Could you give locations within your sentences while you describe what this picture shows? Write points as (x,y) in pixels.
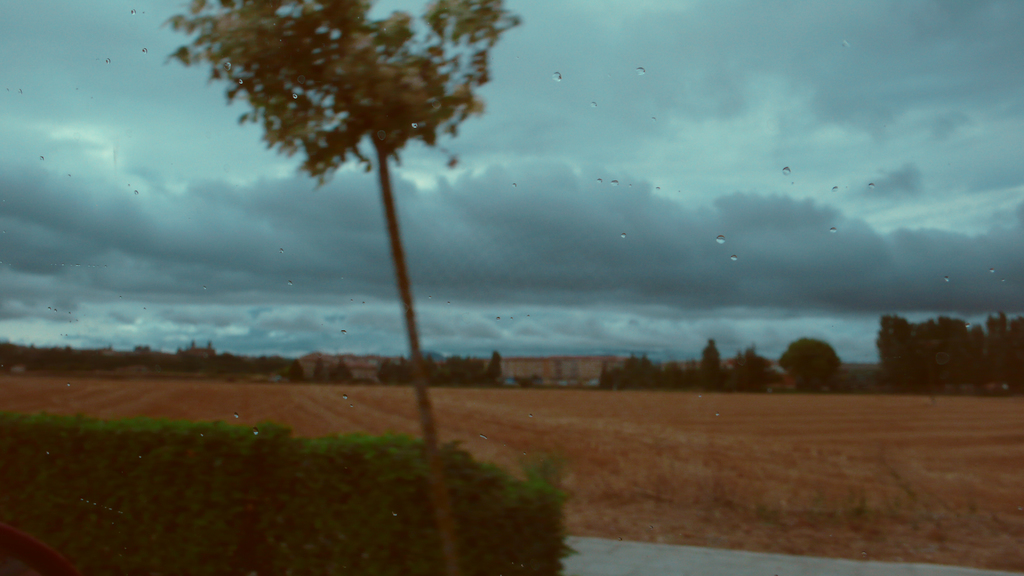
In the image we can see there is a glass (421,317) and there are water drops (414,125) on the glass (602,256). There are plants (299,486) and there is a tree (330,51). Behind there are trees (441,372) and there are buildings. Background of the image (1012,278) is little blurred and there is a cloudy sky (703,268).
